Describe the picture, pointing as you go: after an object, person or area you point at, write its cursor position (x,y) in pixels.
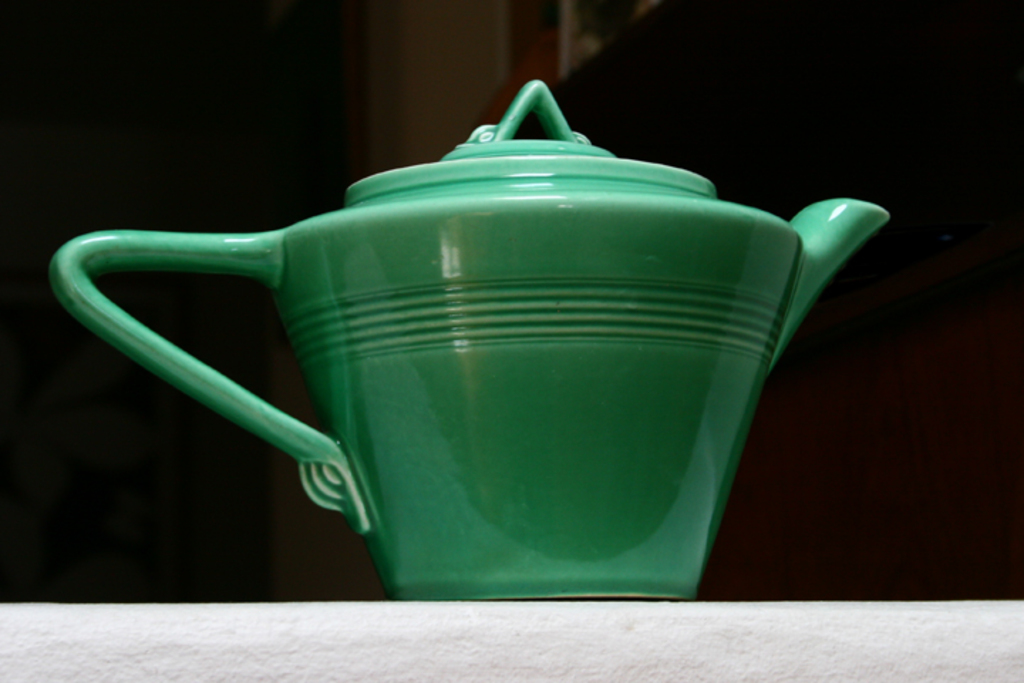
In this image there is a green color kettle (516,385). Behind it there is a wall (642,107).
